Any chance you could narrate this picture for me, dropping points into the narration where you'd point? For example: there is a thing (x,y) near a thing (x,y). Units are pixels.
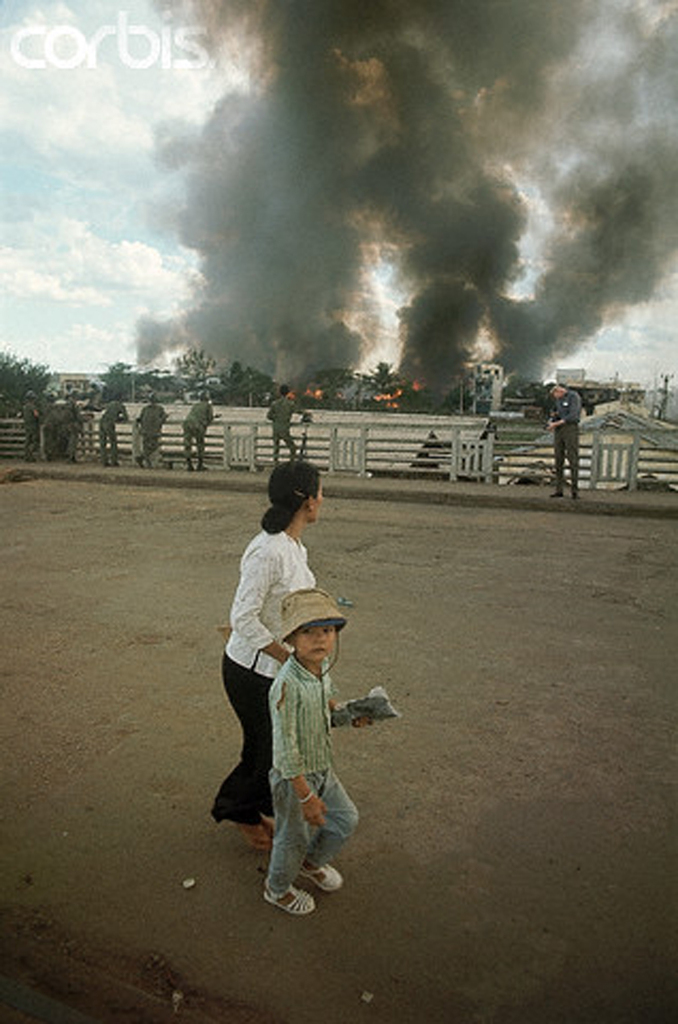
There is a woman (246,580) and a child (286,740). Child (288,739) is holding something and wearing a hat (311,619). In the back (55,420) there are many people (287,430). Also there is railing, trees (2,374), smoke (416,277) and fire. In the background (123,187) there is sky (93,229). On the top left corner (110,42) there is a watermark (149,39).
